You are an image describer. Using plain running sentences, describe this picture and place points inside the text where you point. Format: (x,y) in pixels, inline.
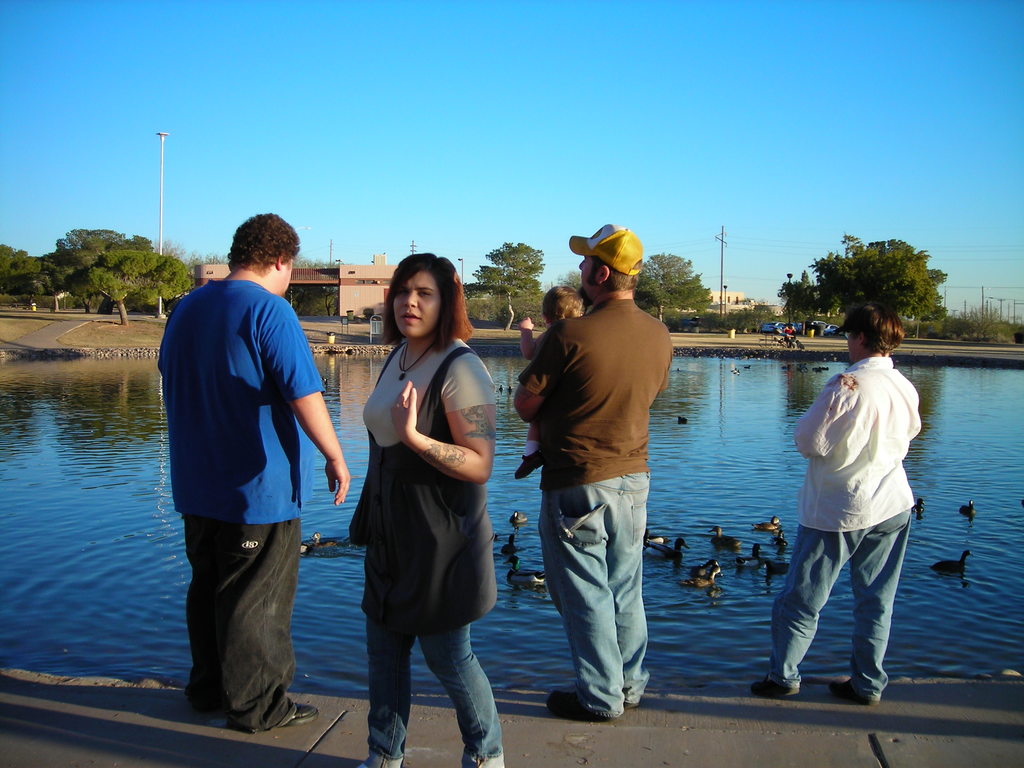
In this image we can see a group of people (606,674) standing on the surface (770,710). In that a man (646,509) is carrying a child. We can also see some birds (767,567) in a water body (701,542). On the backside (910,331) we can see some buildings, poles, a group of trees (676,327), containers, the pathway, the utility poles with wires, some vehicles (697,327) and the sky (619,132) which looks clear.
